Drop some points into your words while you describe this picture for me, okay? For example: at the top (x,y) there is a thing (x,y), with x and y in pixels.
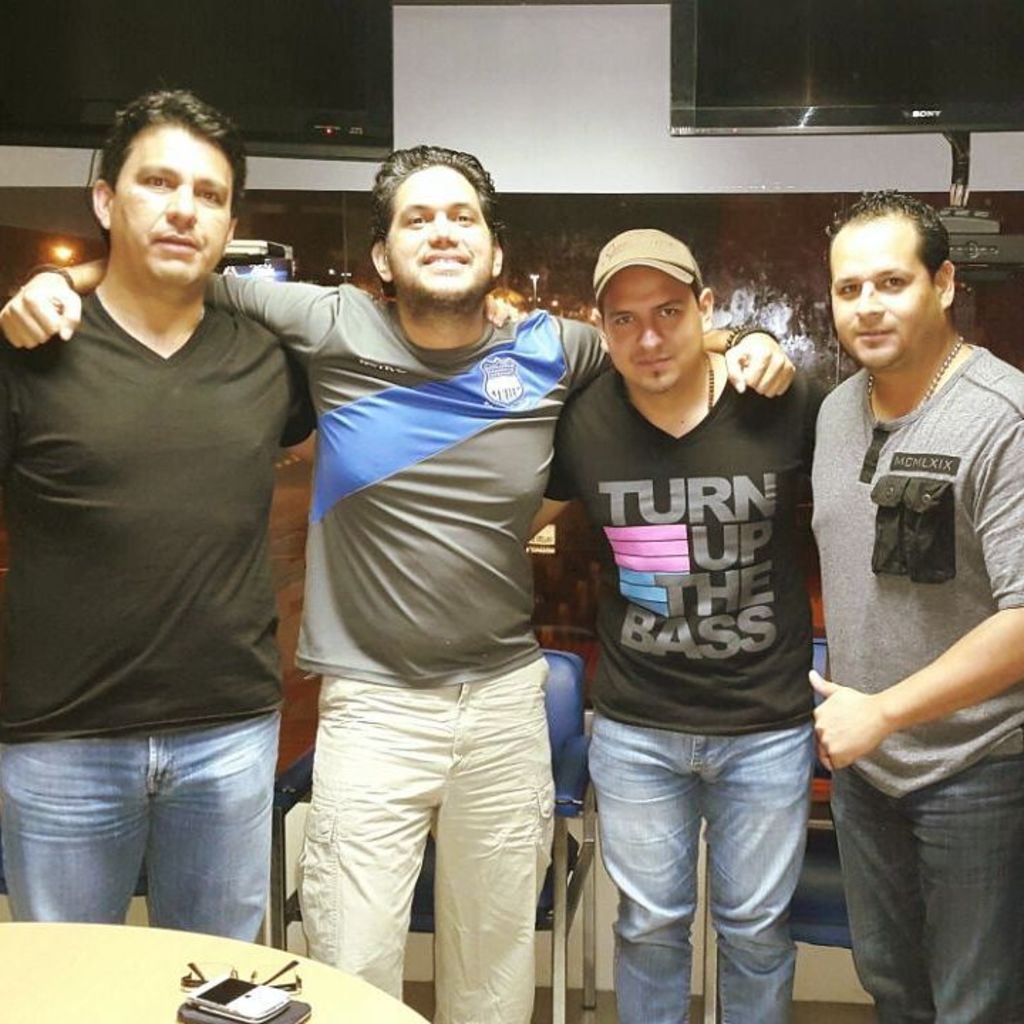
In this picture I can observe four men (624,488) standing on the floor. Three of them are smiling. All of them are wearing T shirts (469,610). In front of them there is a table (70,972) on which I can observe mobile (251,996) and spectacles (279,975). In the background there is wall (556,130). I can observe a television (812,112) on the right side (832,104).
